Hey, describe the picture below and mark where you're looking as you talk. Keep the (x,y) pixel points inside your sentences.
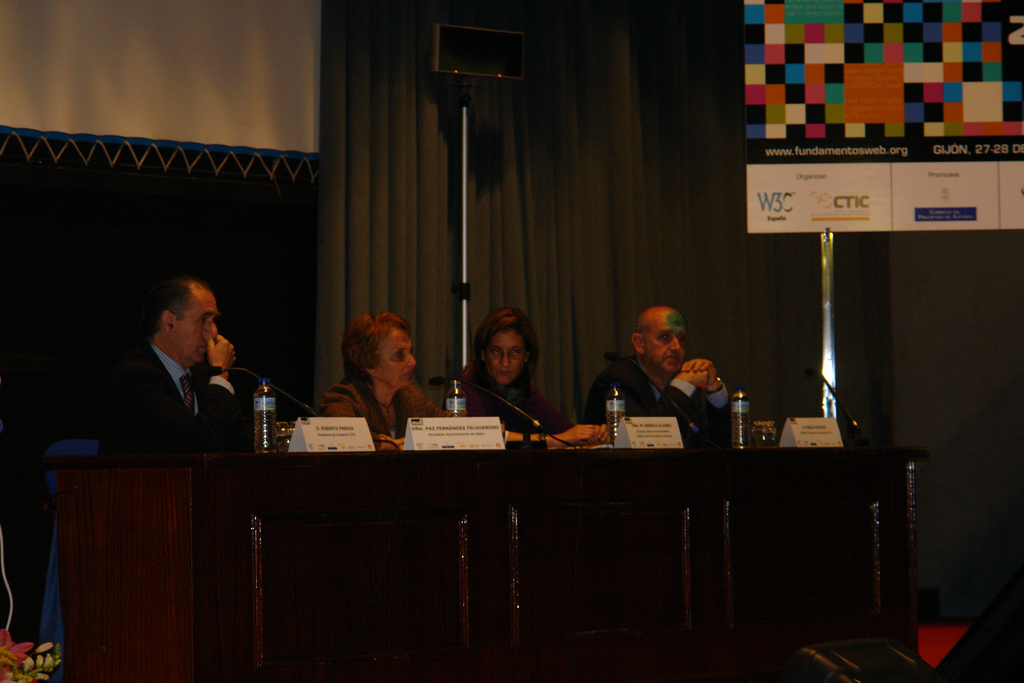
In this picture we can see there are four people (193,418) sitting on chairs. In front of the people (181,418) there is a table (480,548) and on the table (480,465) there are name boards (658,447), bottles (736,429) and microphones (254,376). Behind the people (428,412) there are curtains (473,188) and an object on the stand (464,260). On the right side of the people (611,381) there is a banner (842,120).
